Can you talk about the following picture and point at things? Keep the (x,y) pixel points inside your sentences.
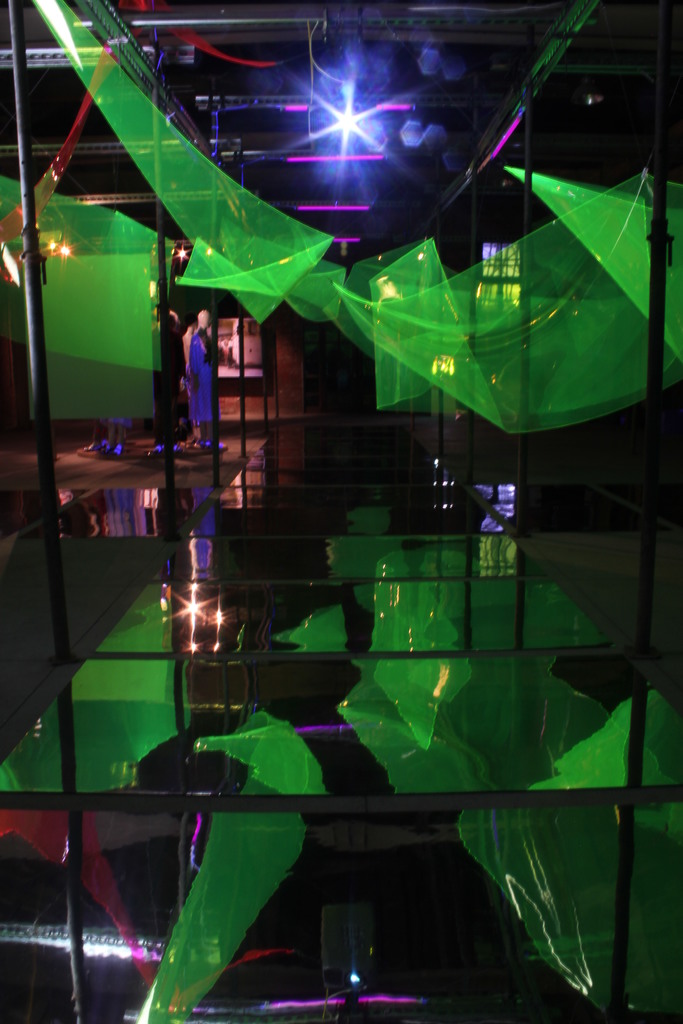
In this image, we can see mannequins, poles (171,426), lights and green objects (542,238). Here we can see glass floor (342,741). On the glass floor (524,878), we can see reflections (304,681).
